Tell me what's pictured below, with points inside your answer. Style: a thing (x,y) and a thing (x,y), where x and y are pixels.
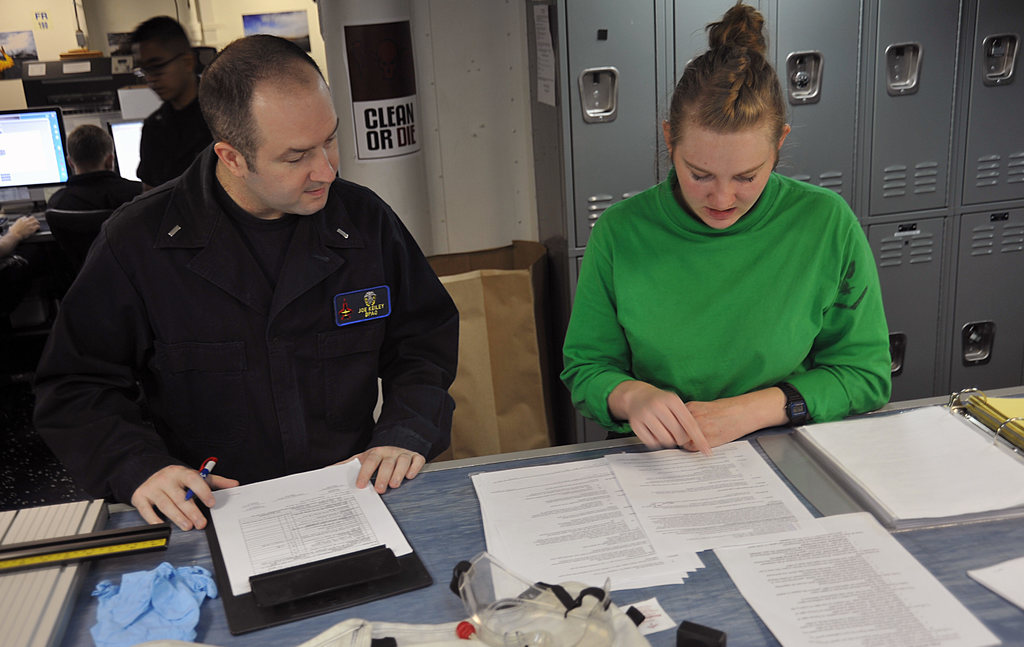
In this image we can see people (316,241). At the bottom (978,560) there is a table (980,546) and there are papers (615,508), file (817,506), scale (60,559), pen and some objects (404,634) placed on the table (186,541). In the background (597,69) there are lockers (624,53) and we can see systems (56,168). There are boards (299,25).
